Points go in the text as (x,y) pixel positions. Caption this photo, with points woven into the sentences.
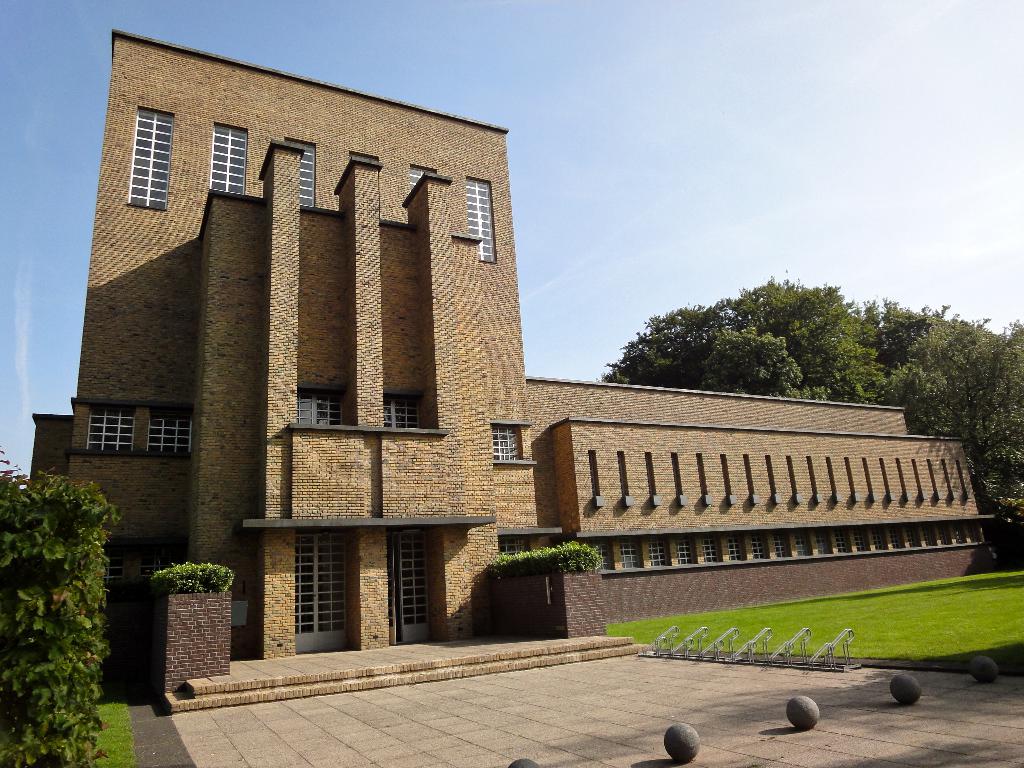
In this image, there is an outside view. In the foreground (297,451), there is a building (289,440). There is a tree (921,362) on the right side of the image (983,409). In the background (951,278), there is a sky (883,109).
